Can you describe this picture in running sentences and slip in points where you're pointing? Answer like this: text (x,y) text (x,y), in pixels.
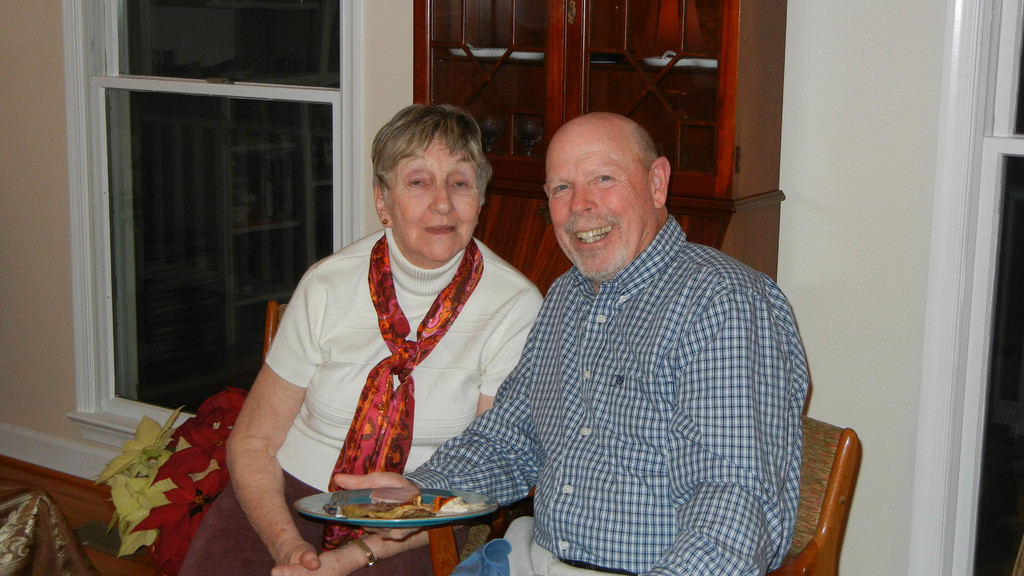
In this image we can see two persons (632,252) sitting on the wooden chairs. Here we can see a man (565,391) on the right side (690,419) and there is a smile on his face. He is wearing a shirt (683,355) and he is holding the plate (418,519) in his hand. Here we can see a woman (439,267) and there is a scarf (386,341) on her neck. In the background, we can see the glass window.
